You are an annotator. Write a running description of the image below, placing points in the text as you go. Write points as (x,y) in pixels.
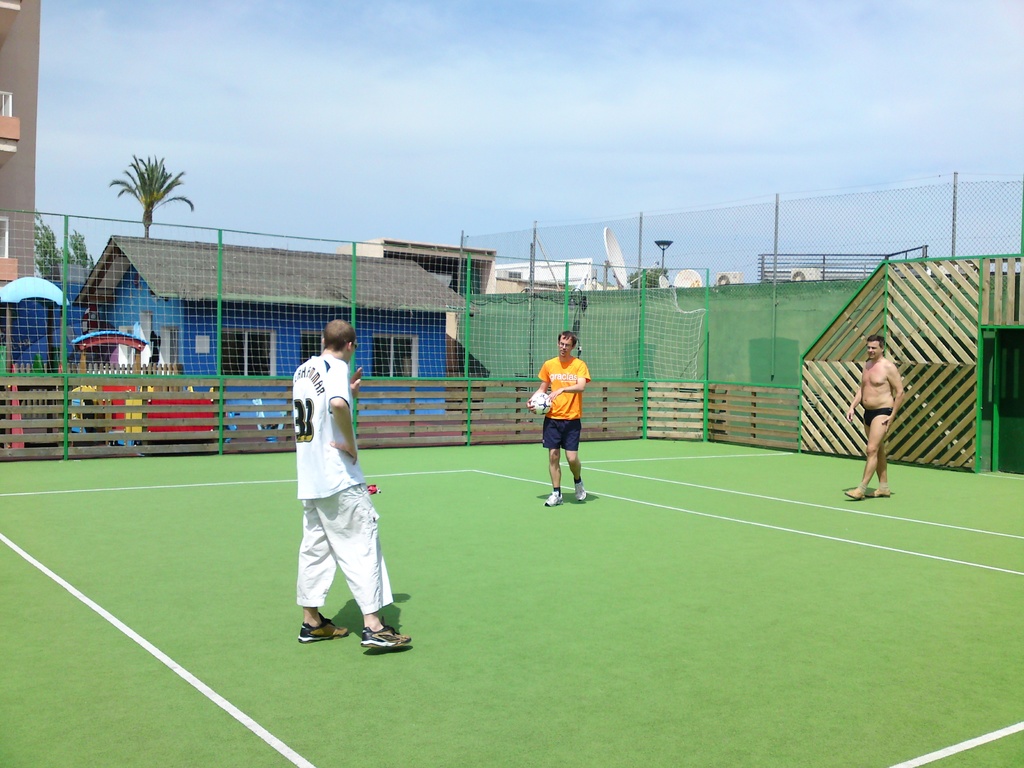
At the top (569,88) we can see sky (372,97). On the background (563,282) we can see building (511,281), house (299,284), trees (53,253). This is a mesh (629,327). We can see persons (866,478) in a ground (241,558). This man (574,451) wearing orange colour t shirt (578,397) holding a ball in his hand (555,395).
